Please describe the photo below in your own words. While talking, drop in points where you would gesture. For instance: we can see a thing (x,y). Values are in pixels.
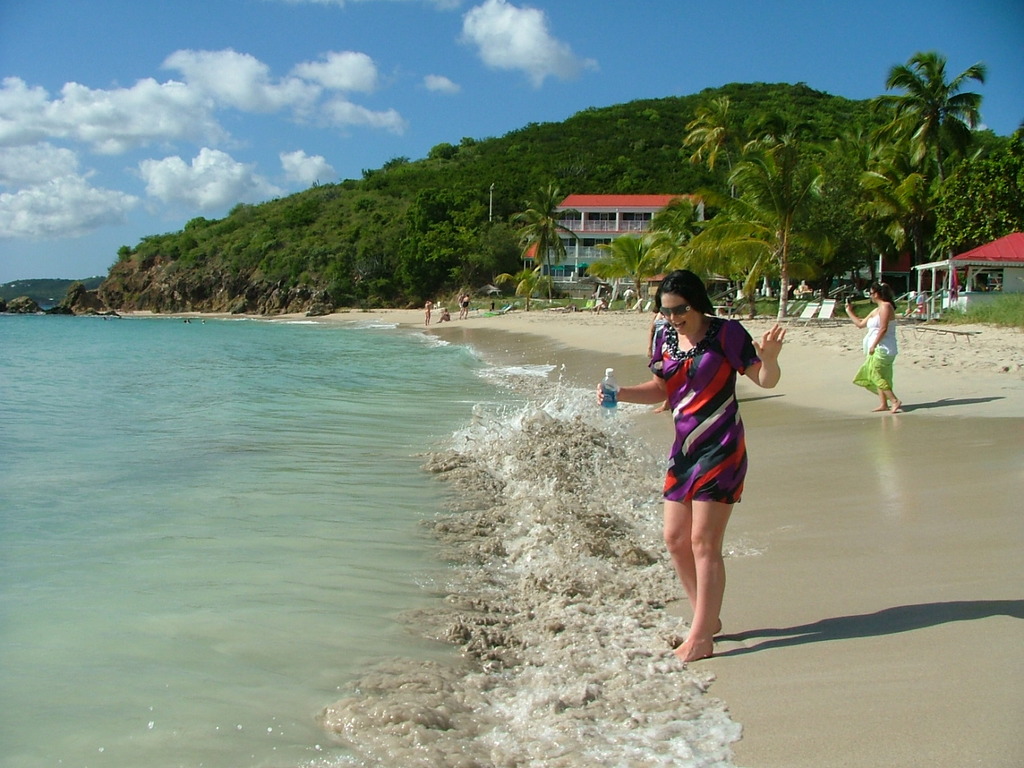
In the center of the image (670,354) there is a woman (682,342) standing with water bottle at the sea (650,611). In the background (837,367) we can see person (884,332), buildings (958,263), trees (618,251), sand (476,325), hill (360,231), sky (651,62) and clouds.
